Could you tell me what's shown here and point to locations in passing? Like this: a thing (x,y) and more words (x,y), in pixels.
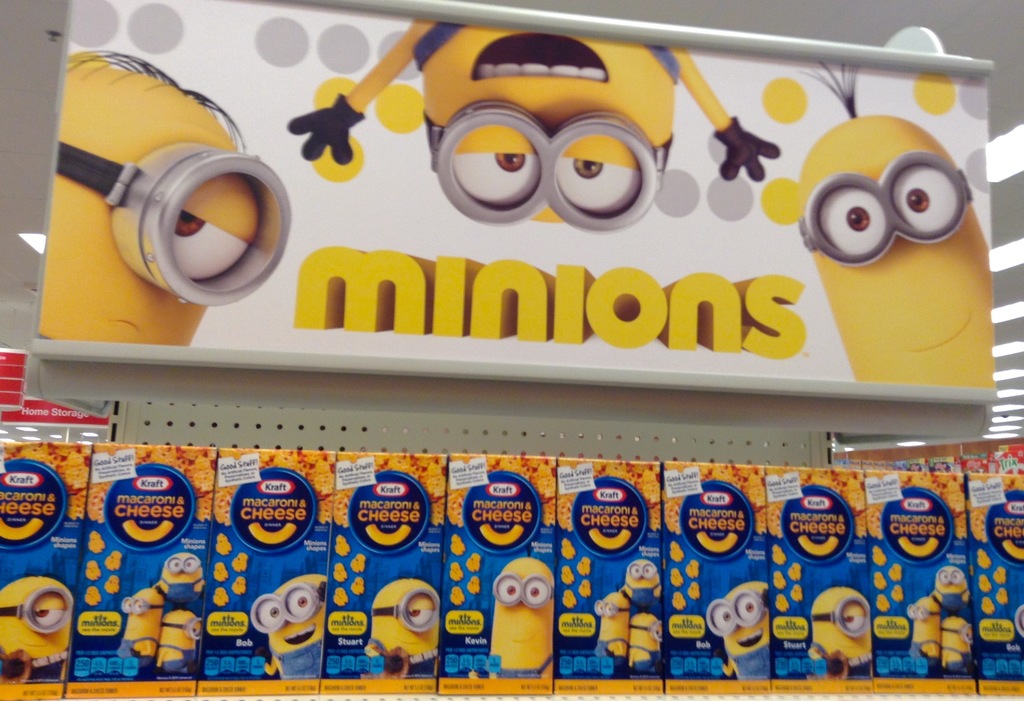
In this picture we can see boxes (92,628), banners (106,166) and in the background (1002,425) we can see the lights (991,169).
